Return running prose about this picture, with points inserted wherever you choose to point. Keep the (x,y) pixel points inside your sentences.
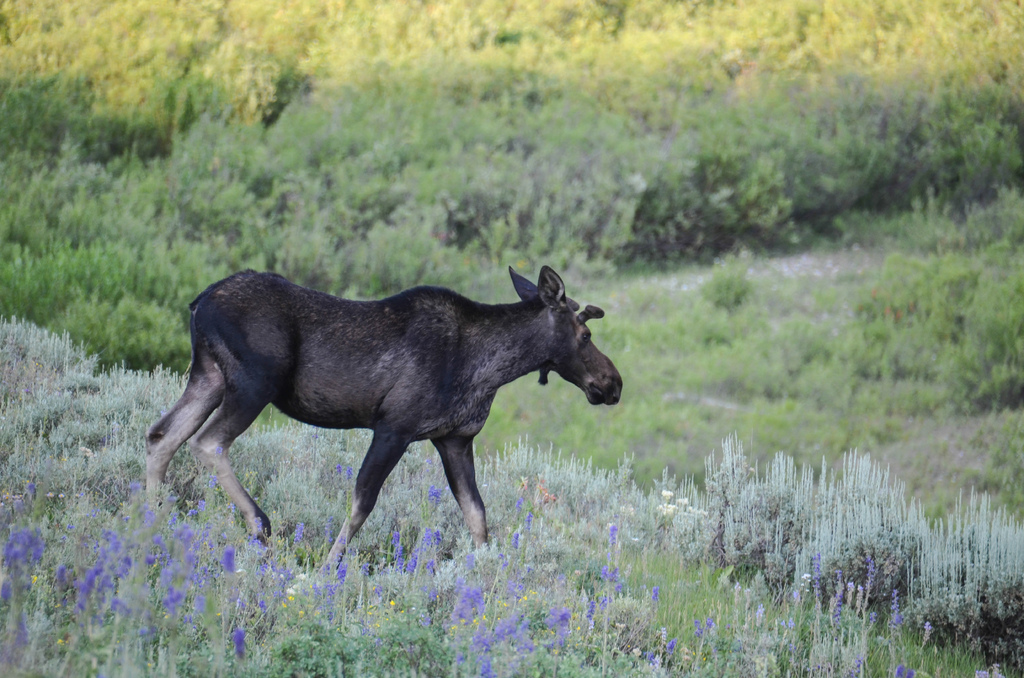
In this image there is an animal (340,393) in a field (283,437).
